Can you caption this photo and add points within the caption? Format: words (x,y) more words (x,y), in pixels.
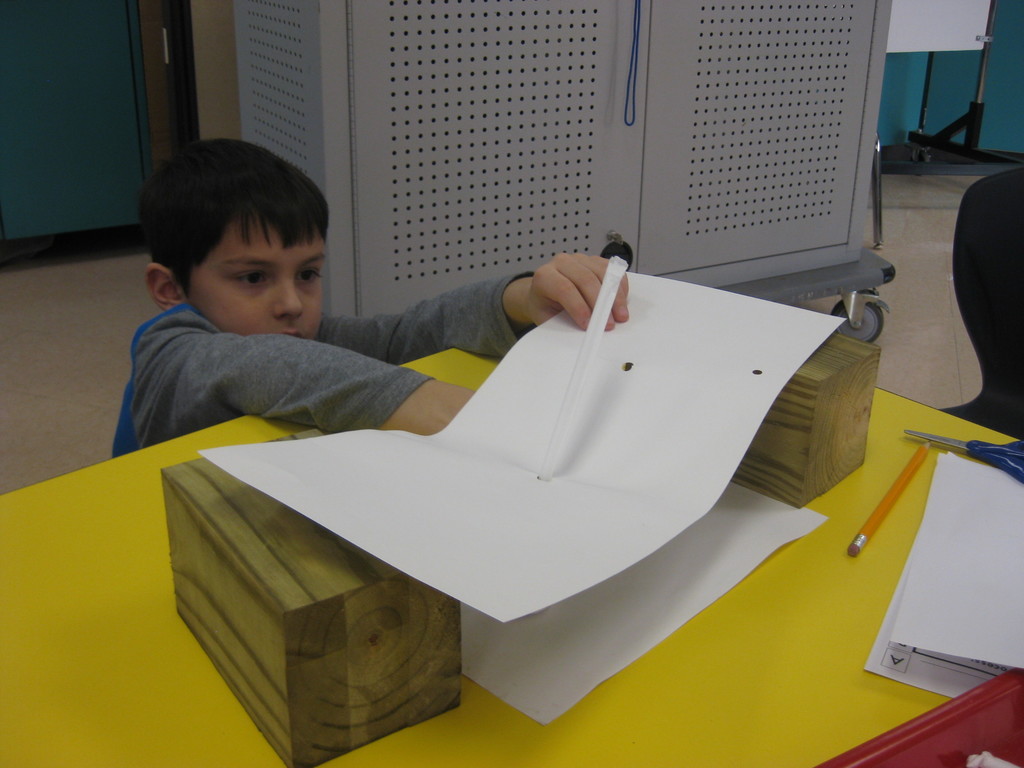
The image is clicked inside the room (208,73). There is kid (273,280) in this image. In the front (135,734) there is a table (730,730) on which two wooden blocks (432,638) and a paper (548,529) is placed. In the background (496,67) there is a door (76,61) and metal cabinet (513,117) along with wheels (852,319). The kid (217,367) in the image is wearing a gray colored shirt (196,375).
